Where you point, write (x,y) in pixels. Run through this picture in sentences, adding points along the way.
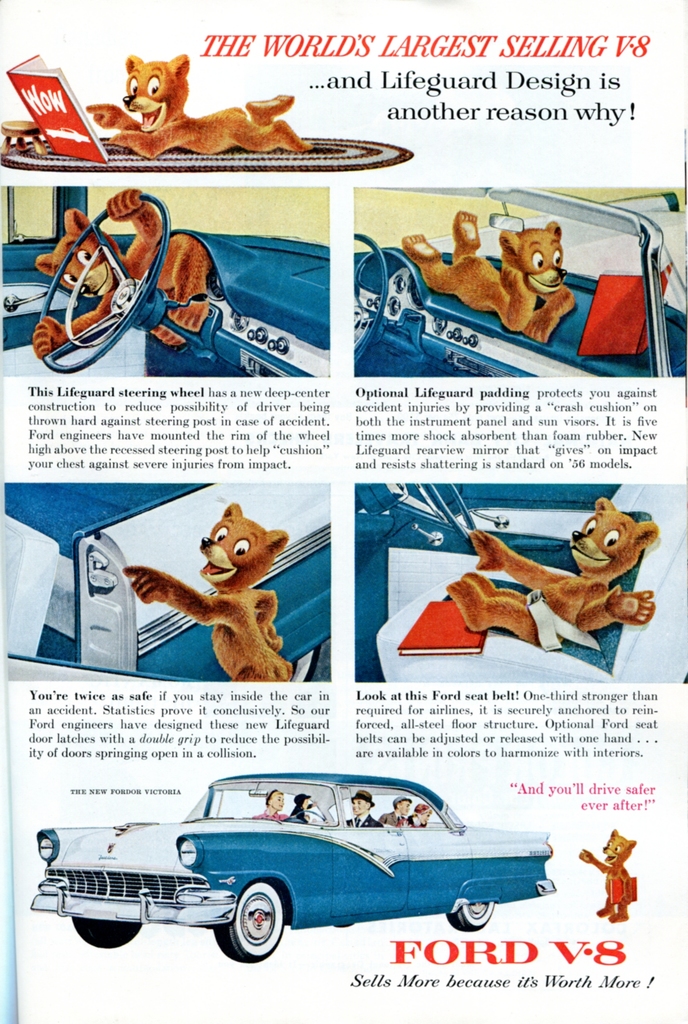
This is an animated image where we can see a text (520,725) on it. Here we can see the bear (188,317) holding the steering (160,306), here the bear (531,265) is lying on the dashboard (514,331) and we can even see a blue cool car (195,863), in it there are people (404,826) sitting.
